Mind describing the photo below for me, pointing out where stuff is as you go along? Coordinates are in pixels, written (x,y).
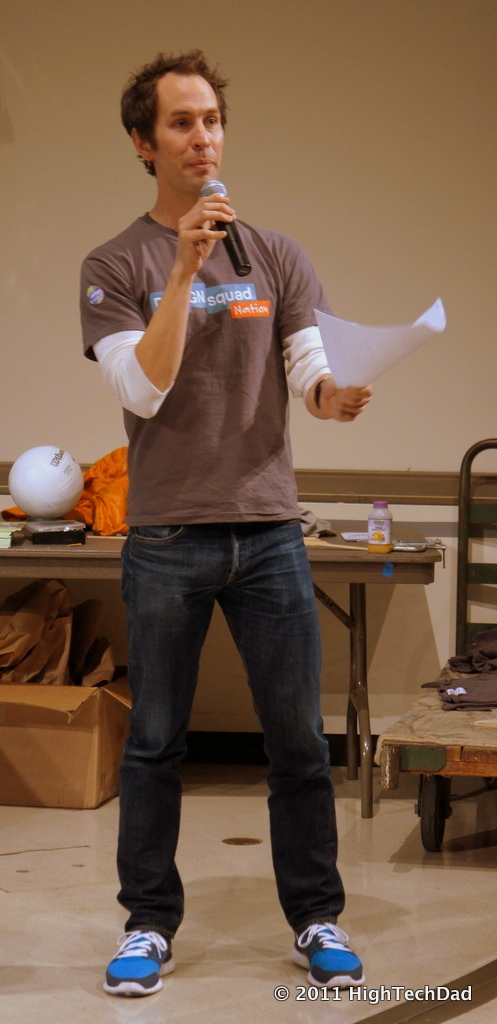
In the picture there is a man (202,365) standing and he is speaking something, he is holding a paper (385,362) in his hand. Behind the man (186,546) there is a table (375,564) and on the table (379,556) there are some objects (381,530), there is a box (23,721) under the table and in the background (433,653) there is a wall (83,82).
